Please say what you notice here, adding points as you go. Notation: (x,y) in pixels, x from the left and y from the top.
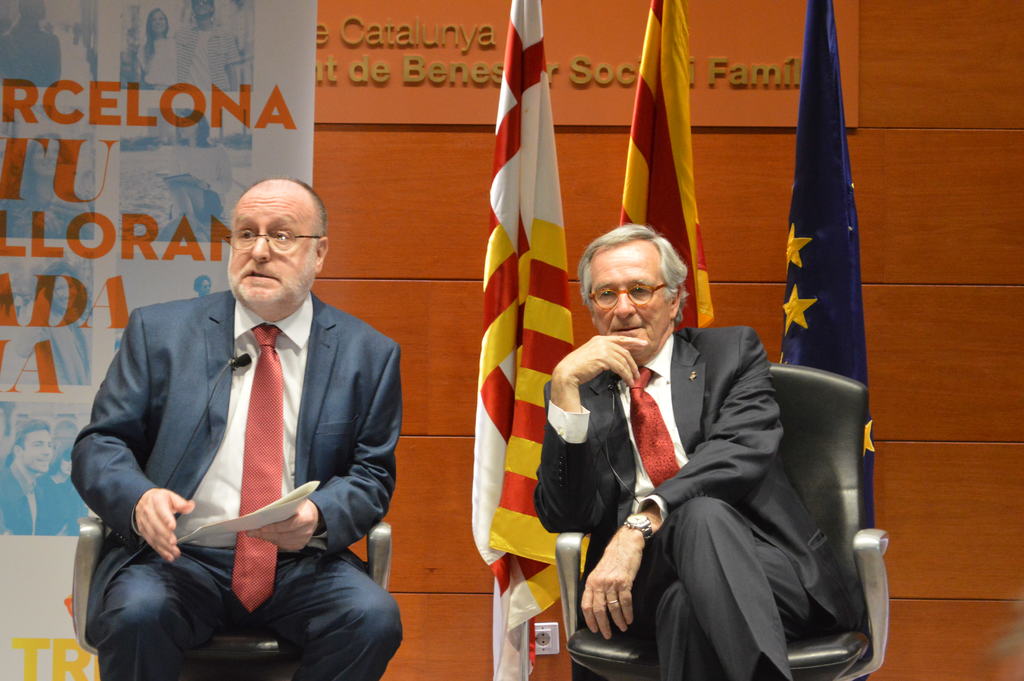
In this image we can see two people (353,472) sitting. The man (214,600) sitting on the left (267,584) is holding papers (224,533). In the background (477,423) there are flags (800,282) and a wall (484,190). We can see a board (337,100) and a banner (112,152).
